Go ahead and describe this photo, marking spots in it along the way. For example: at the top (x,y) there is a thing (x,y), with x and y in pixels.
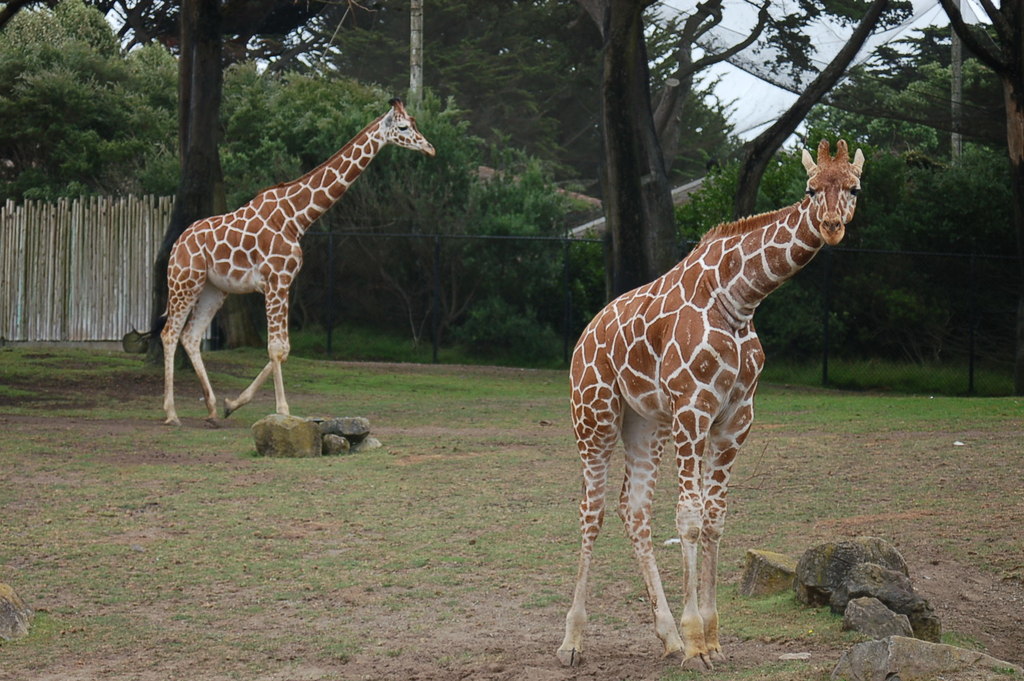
In this image I can see two animals (729,313), they are in brown and white color. Background (371,198) I can see trees (666,123) in green color and sky (741,85) in white color.
